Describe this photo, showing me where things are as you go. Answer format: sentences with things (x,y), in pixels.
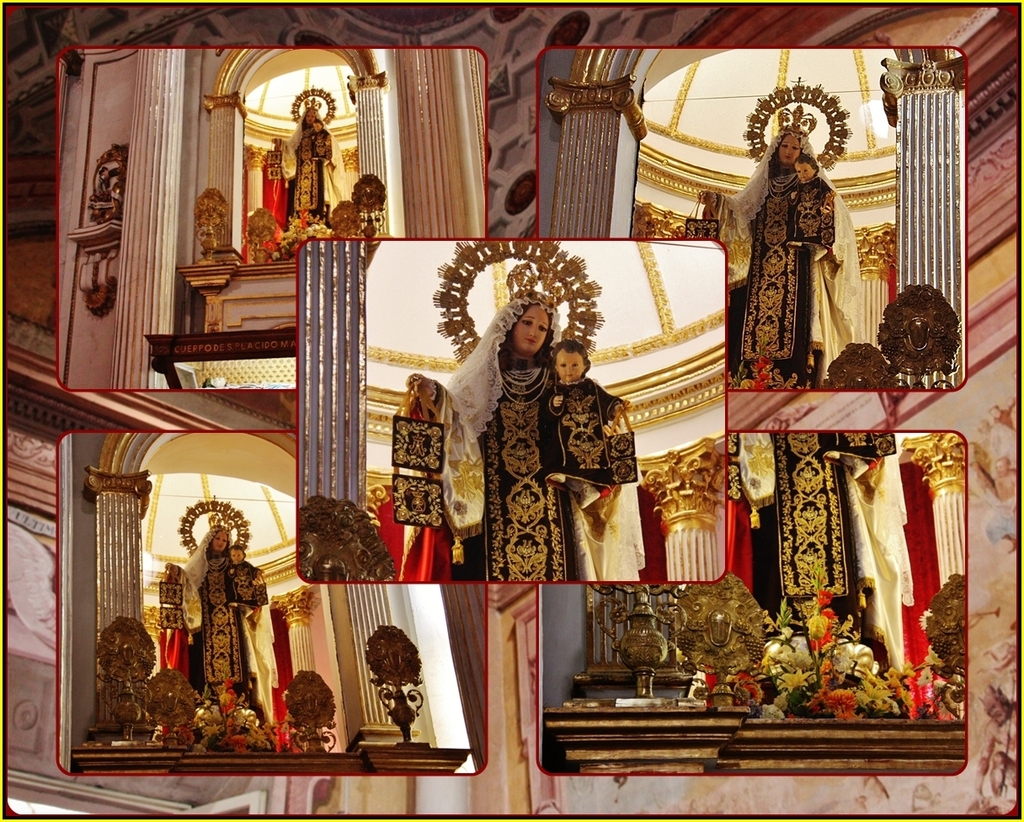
It is a collage picture. In the center of the image (429,399) we can see a statue (526,372) of a holy mary (566,256) with the infant jesus (573,416) and we can see a few other objects (354,276). In the background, there is a wall (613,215) with some design (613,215) on it.
